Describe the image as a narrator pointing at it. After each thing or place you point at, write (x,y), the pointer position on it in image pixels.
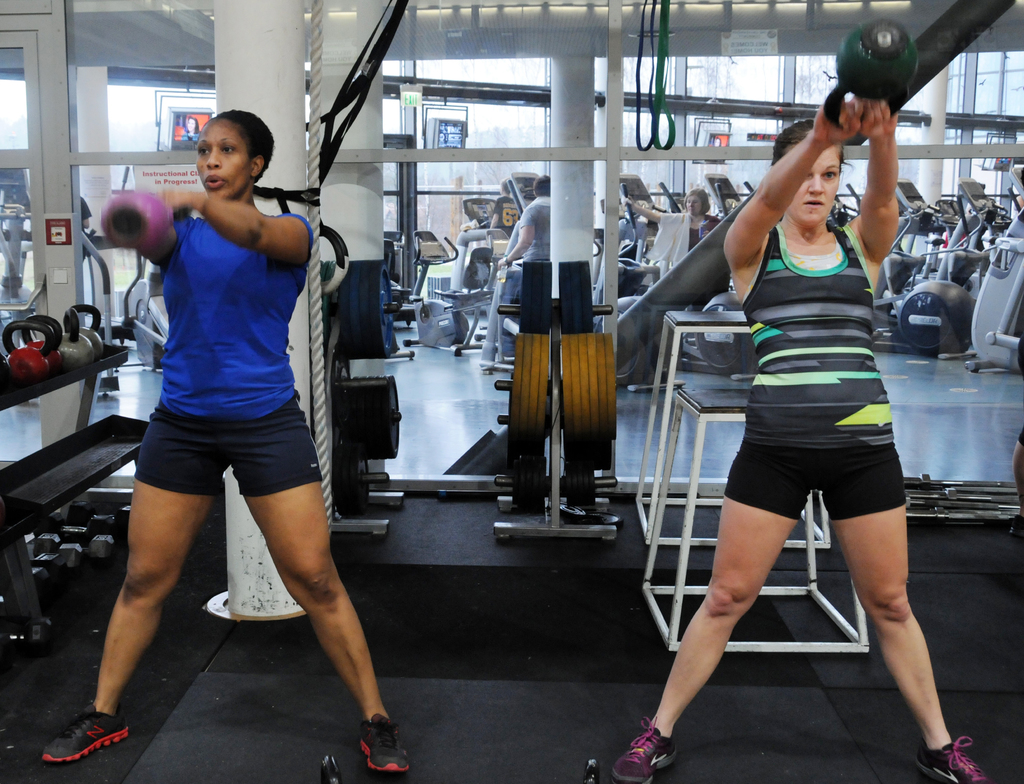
In this image I can see two women (233,405) are standing in the front (753,430) and I can see both of them are holding few things (153,228). I can also see both of them are wearing shorts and shoes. In the background (507,524) I can see number of gym equipment (580,375), few pillars (250,100), two stools (712,397) and few more people (683,238). On the top side of the image (169,145) I can see few screens (713,141) and on the left side (145,175) I can see a white colour board (181,185). I can also see something is written on the board (136,175).
